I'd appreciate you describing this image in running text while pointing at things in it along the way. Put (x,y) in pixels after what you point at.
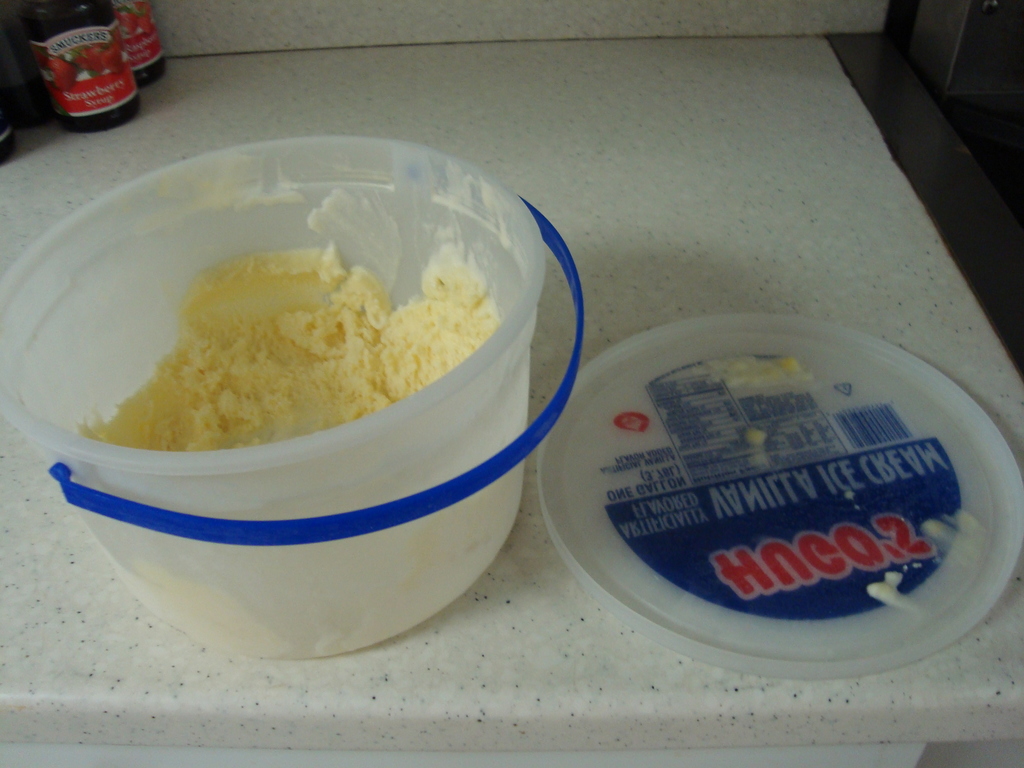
In this picture I can observe an ice cream (227,332) placed in the box (222,239). The box (379,428) is on the desk (632,216). In the top left side (68,63) I can observe bottles (76,61).
